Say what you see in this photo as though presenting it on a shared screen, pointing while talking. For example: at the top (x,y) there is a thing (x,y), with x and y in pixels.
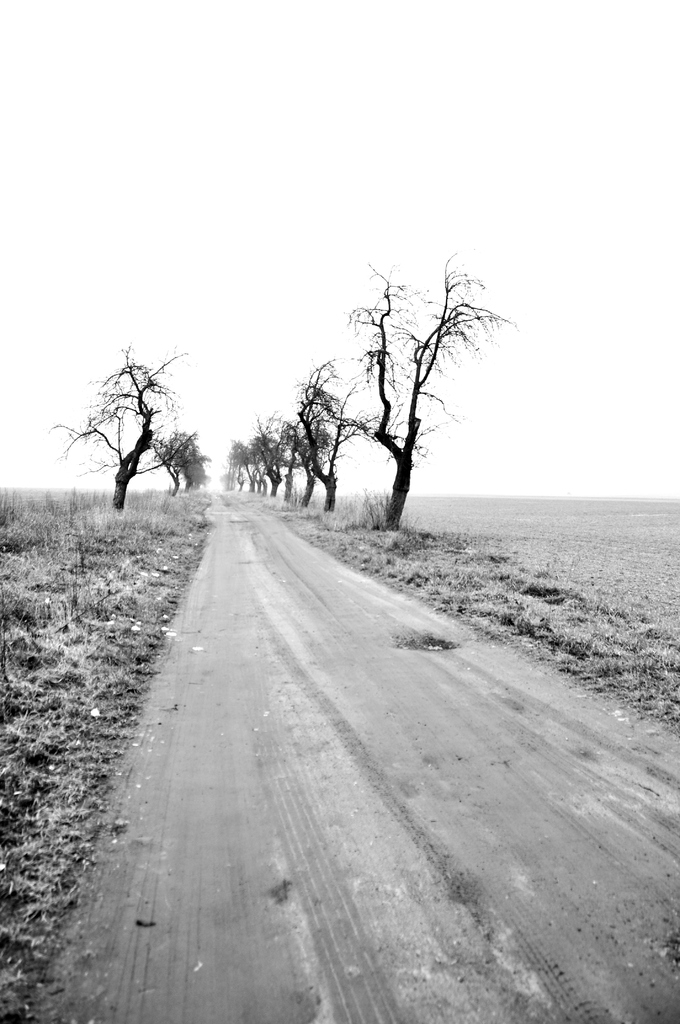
This is a black and white image. In the center of the image (286,491) we can see trees (249,450). At the bottom of the image (299,823) we can see grass (56,632), road (349,711). At the top of the image (349,106) there is a sky (378,147).
